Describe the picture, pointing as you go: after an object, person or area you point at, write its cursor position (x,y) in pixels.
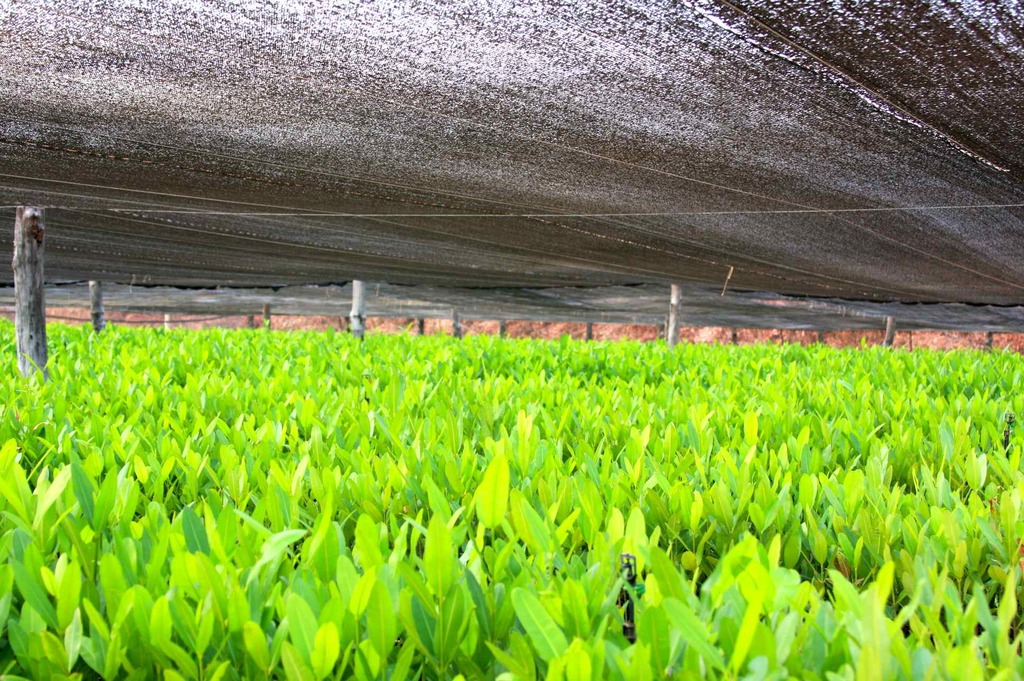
In this image we can see plants (436,456). Also there are wooden poles (29,253). At the top (365,113) we can see sheets (787,118).
